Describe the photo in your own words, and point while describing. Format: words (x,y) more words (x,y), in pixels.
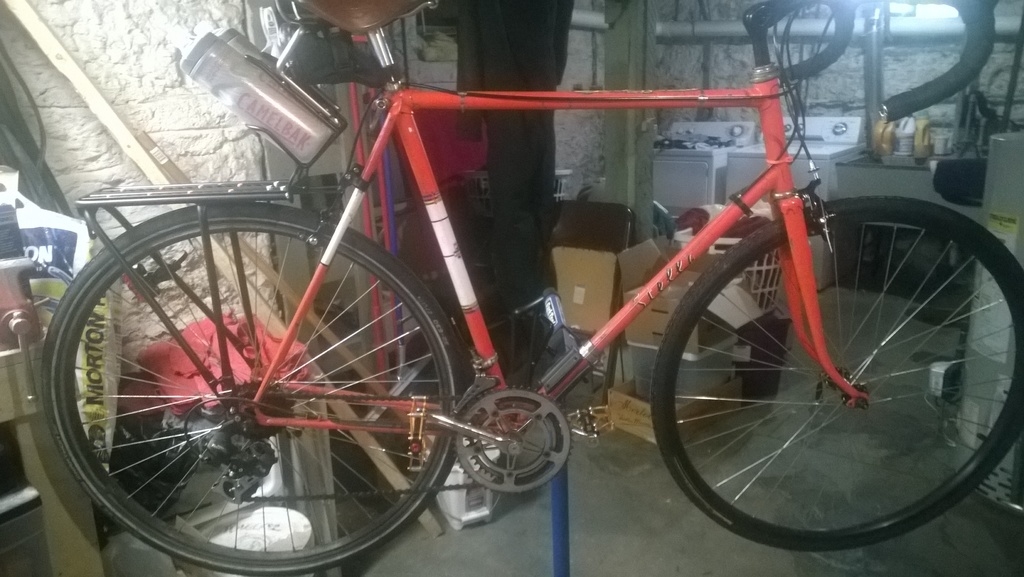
In this picture there is a red color bicycle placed on an object (548,315) and there are few cardboard boxes (566,260), two washing machines (692,164) and some other objects (478,147) in the background (611,134).
